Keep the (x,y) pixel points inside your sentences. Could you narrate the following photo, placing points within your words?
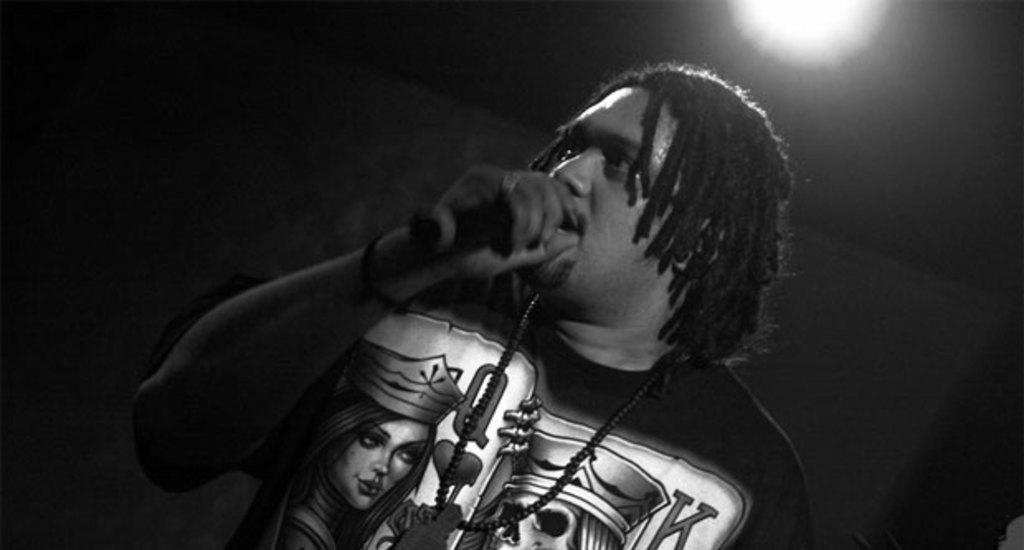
In this image we can see there is a person (612,368) standing and holding a mic (485,208). And there is a dark background (523,22).
